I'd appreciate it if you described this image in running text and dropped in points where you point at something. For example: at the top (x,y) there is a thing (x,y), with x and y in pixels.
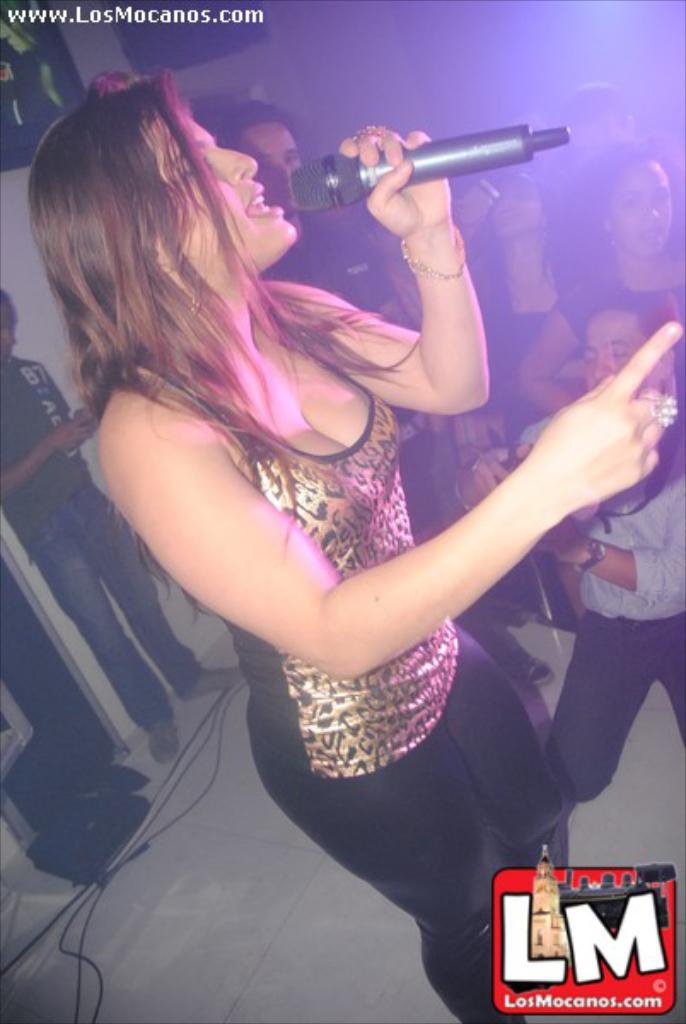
In this image there are group of people (372,544). There is a woman (308,726) standing and singing and she is holding a microphone (383,165). At the bottom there are wires (208,740) and at the back (554,262) there are people (506,463) holding camera (485,190) and phone (494,460).
